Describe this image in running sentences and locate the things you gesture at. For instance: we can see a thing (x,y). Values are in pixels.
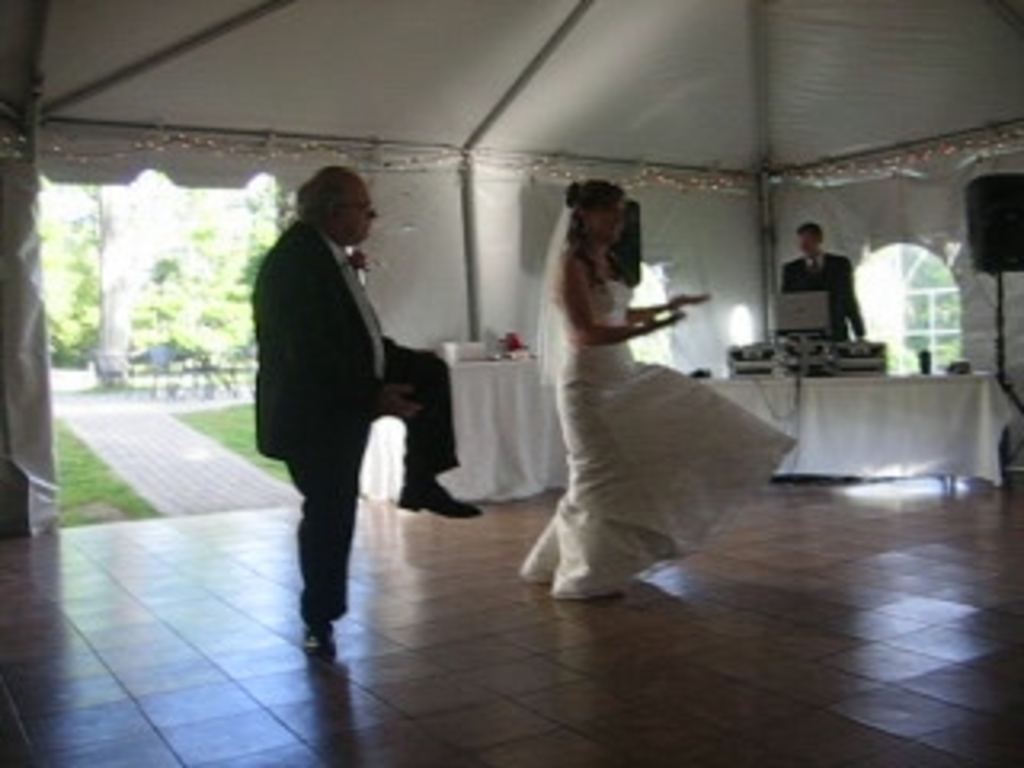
In this image, we can see a woman (610,479) and man (447,461) are dancing on the floor (656,658). In the background (795,254), we can see person (806,242), speaker (1015,226) with stand (1002,334), tent (960,153), grass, walkway (195,492), trees (133,305), rods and tables (939,388). These tables (939,388) are covered with clothes (885,442). On top of that there are few objects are placed.
